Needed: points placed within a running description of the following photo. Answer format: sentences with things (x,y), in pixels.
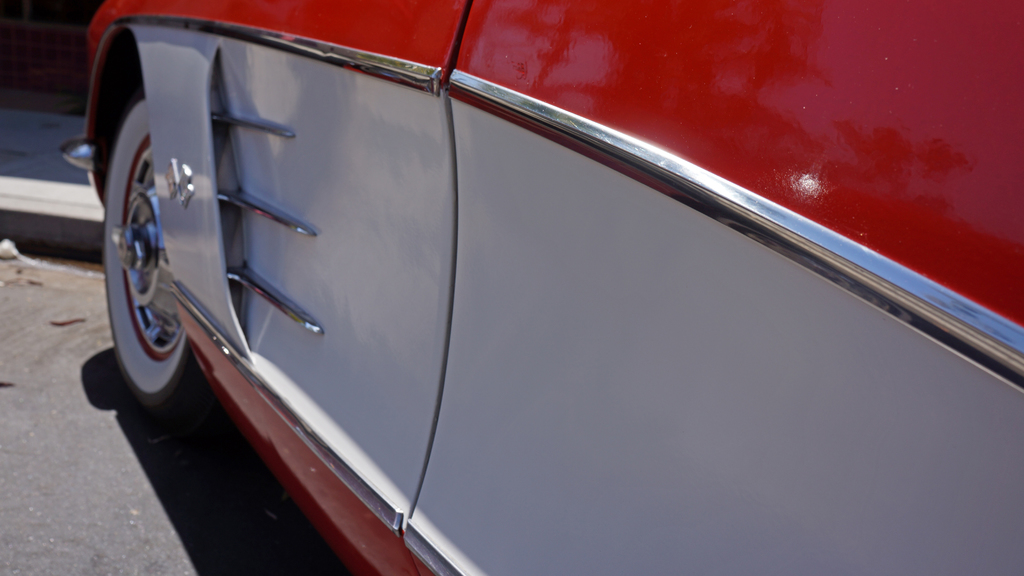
In this image I can see a car (440,204). A wheel (146,178) of a car (146,178) and a door (624,162) which is red and white color.
